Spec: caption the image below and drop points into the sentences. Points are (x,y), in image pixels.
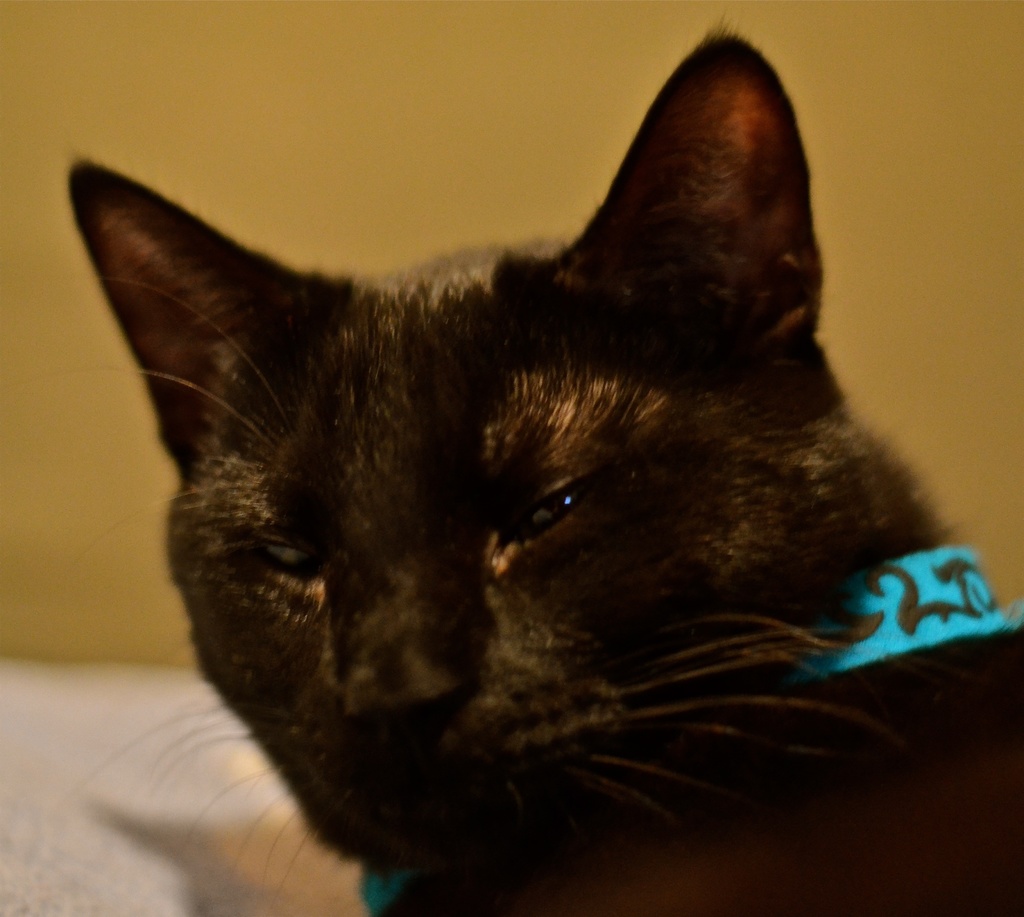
This image consists of a black cat (550,890) with a blue tag (881,639) around its neck (749,729) and a yellow background (407,108).
